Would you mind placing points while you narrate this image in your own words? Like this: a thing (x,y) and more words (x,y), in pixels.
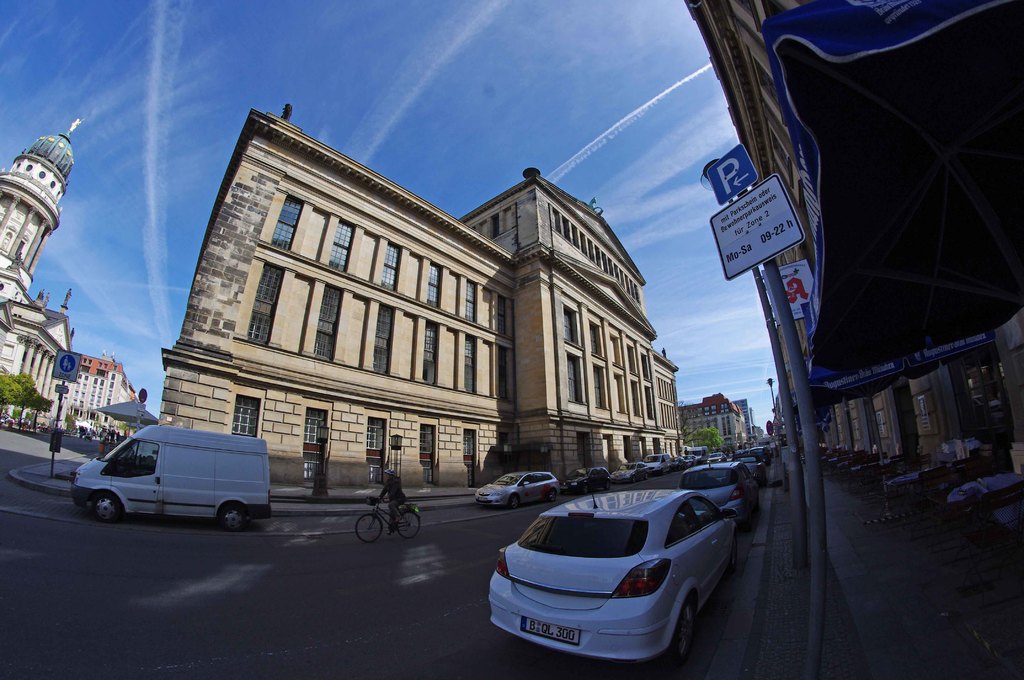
As we can see in the image there are buildings (957,370), sign poles (776,253), bicycle (376,519), vehicles (190,501), tree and windows (330,313). At the top (349,103) there is sky (349,74).
